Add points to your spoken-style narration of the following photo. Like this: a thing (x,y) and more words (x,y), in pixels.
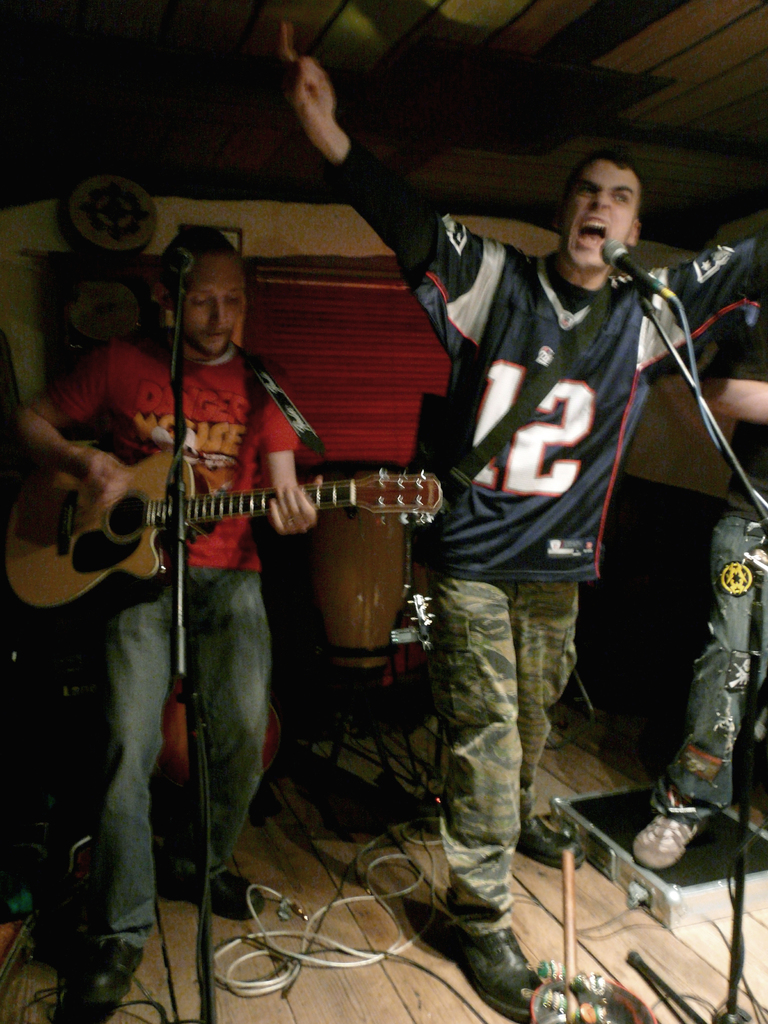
There is a man (546,525) singing on the mike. He is playing guitar (22,563) and these are the mikes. This is floor (422,948) and there are cables (390,957). Here we can see some musical instruments (340,657). On the background (310,187) there is a wall (246,223) and this is roof (630,81).
